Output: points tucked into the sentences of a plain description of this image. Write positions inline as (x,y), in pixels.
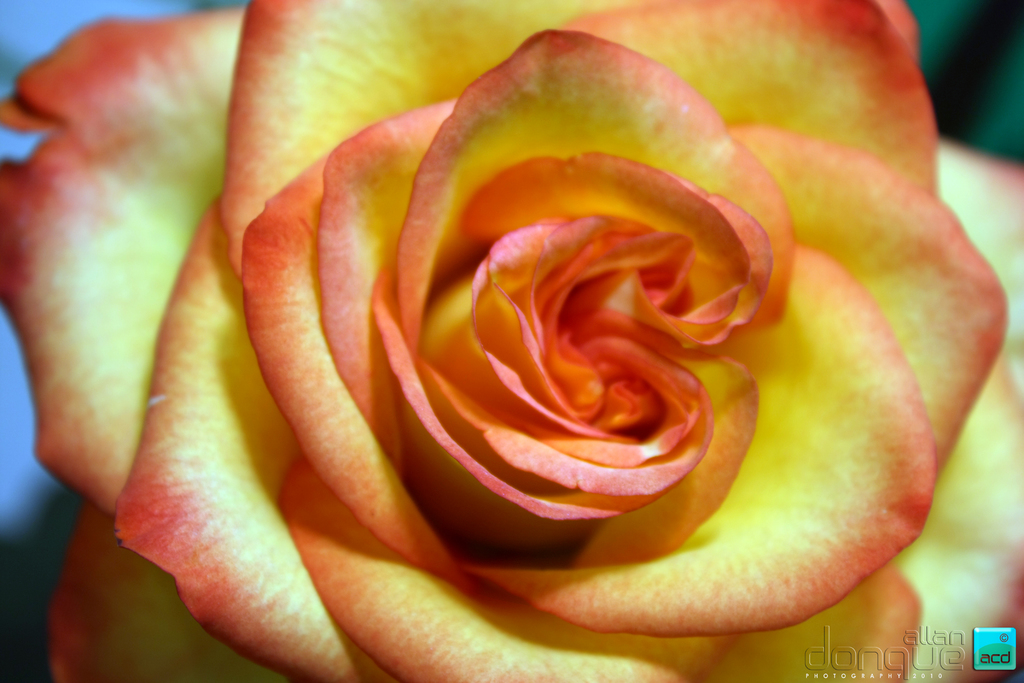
In this picture I can see a rose flower (541,369) in the middle (630,335). There is a watermark (910,674) in the bottom right hand side (903,640).
